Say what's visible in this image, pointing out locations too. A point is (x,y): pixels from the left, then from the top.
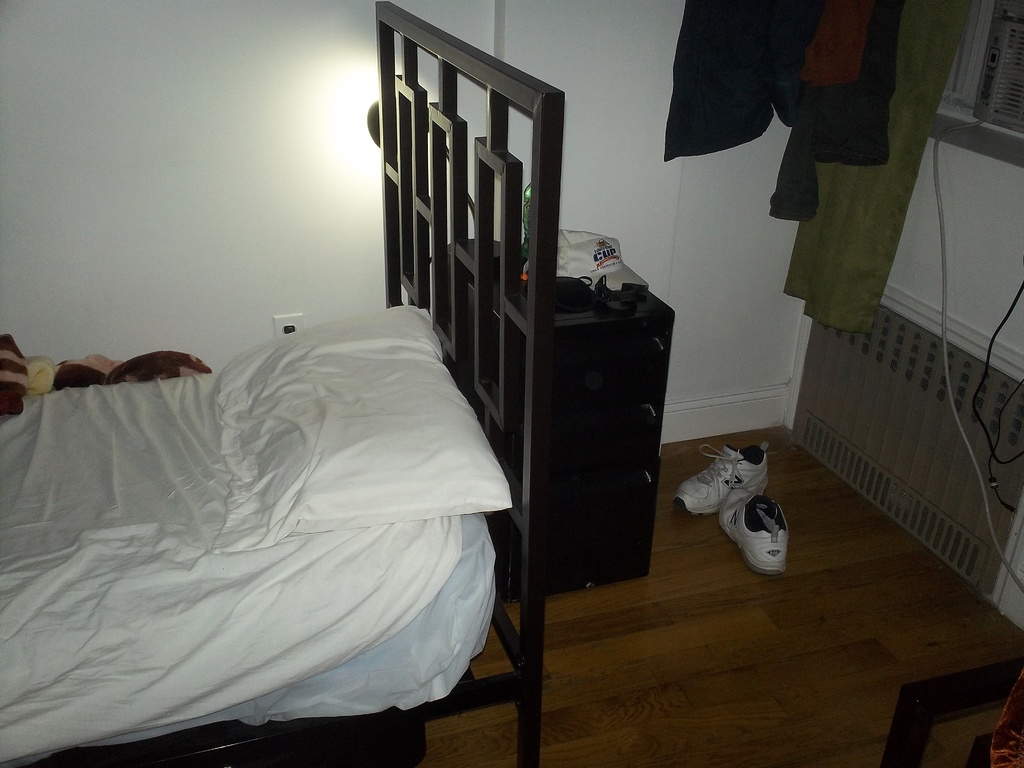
In this image there is a bed (219,599) having a pillow (356,433) on it. Behind the bed (34,405) there are few objects (102,367). Right side there is a table (600,404) having a cap (589,262), bottle (528,224) and few objects (636,301) on it. There are shoes (760,517) on the floor (823,586). Right top there are few clothes (828,112) hanged. Background there is a wall (973,172). Right bottom there are few objects (1010,737).
